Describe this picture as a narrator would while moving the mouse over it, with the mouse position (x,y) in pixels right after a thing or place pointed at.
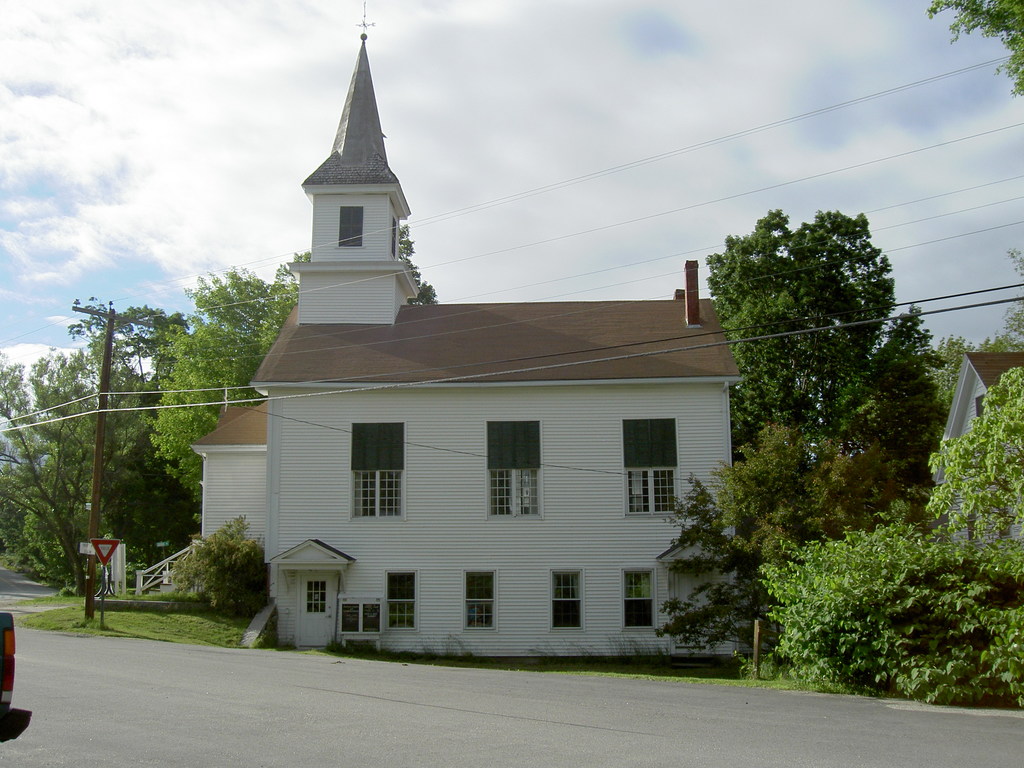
In the picture I can see trees (931,448), houses (583,448), plants (209,579), wires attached to the pole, the grass (172,632) and some other objects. In the background (491,175) I can see the sky (419,180).
